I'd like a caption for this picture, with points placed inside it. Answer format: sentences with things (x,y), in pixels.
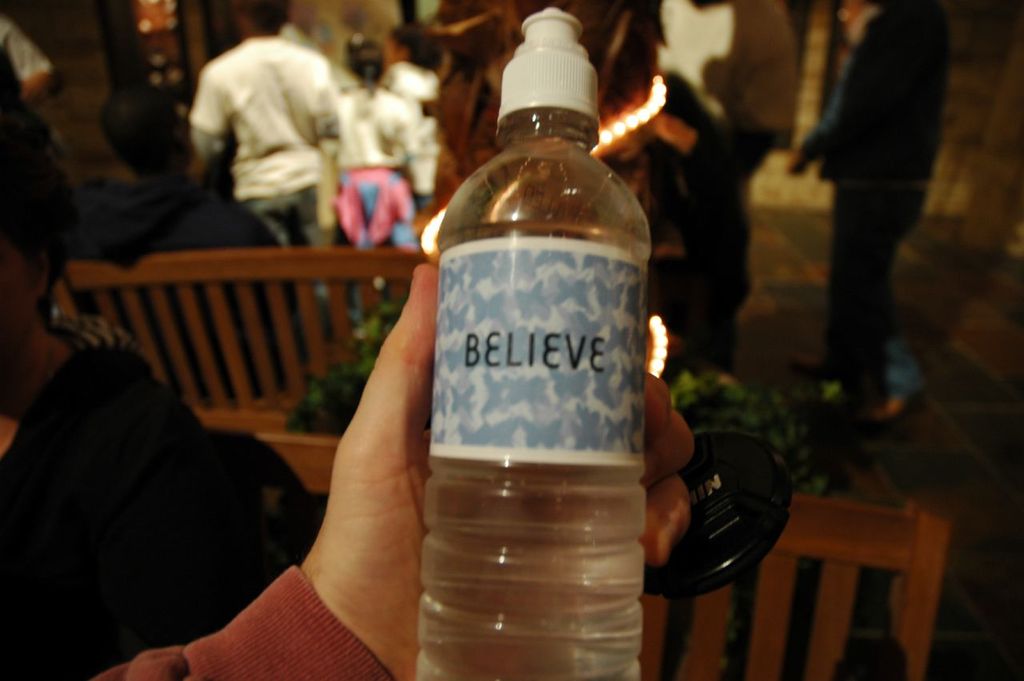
There is a human hand (412,672) holding a bottle (612,228) behind him there is a wooden bench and a crowd (865,237).
